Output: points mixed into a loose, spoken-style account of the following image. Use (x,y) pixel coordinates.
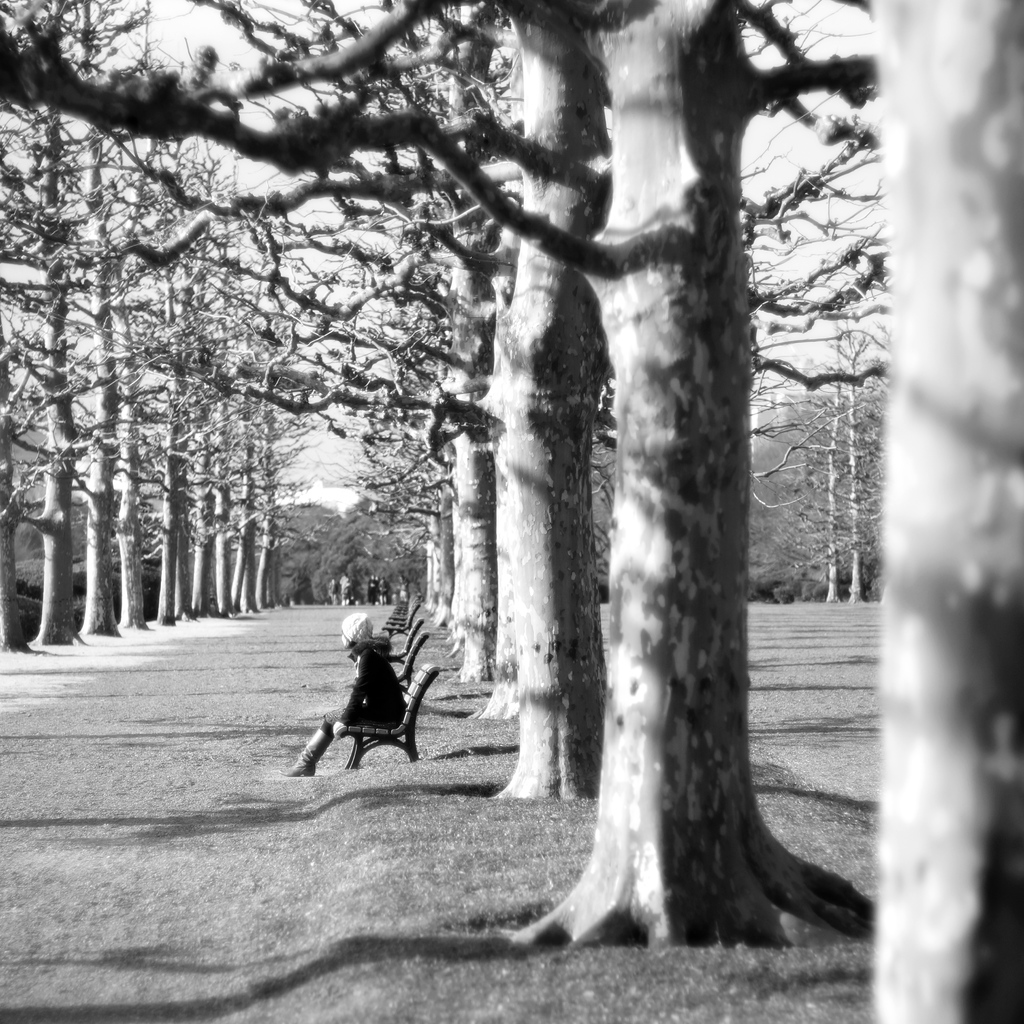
It is the black and white image in which there is a path (191,683) in the middle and there are tall trees (185,519) on either side of the path (342,683). Beside the trees (464,618) there are benches (387,729) in the line. There is a girl (381,675) sitting on the bench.
